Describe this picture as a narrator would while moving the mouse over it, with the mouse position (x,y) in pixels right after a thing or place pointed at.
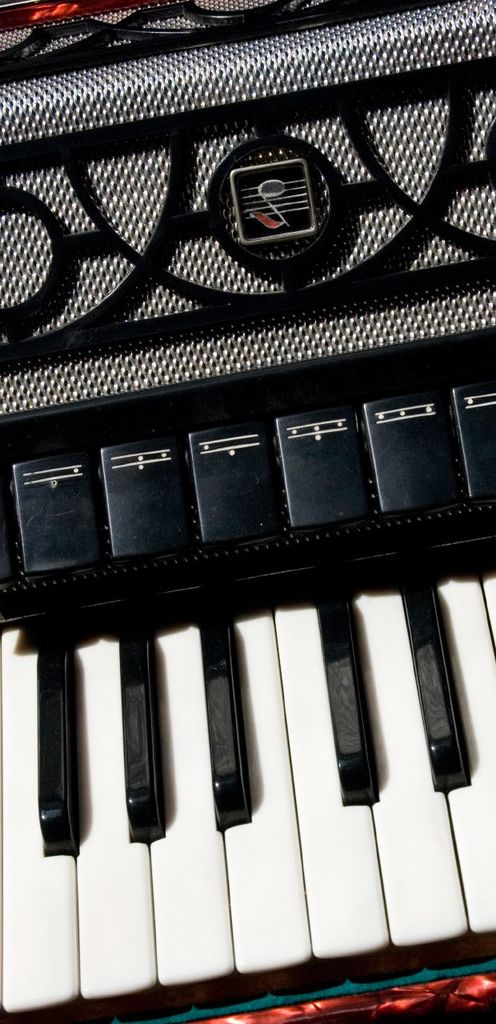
In this image I can see an accordion (165,599).
